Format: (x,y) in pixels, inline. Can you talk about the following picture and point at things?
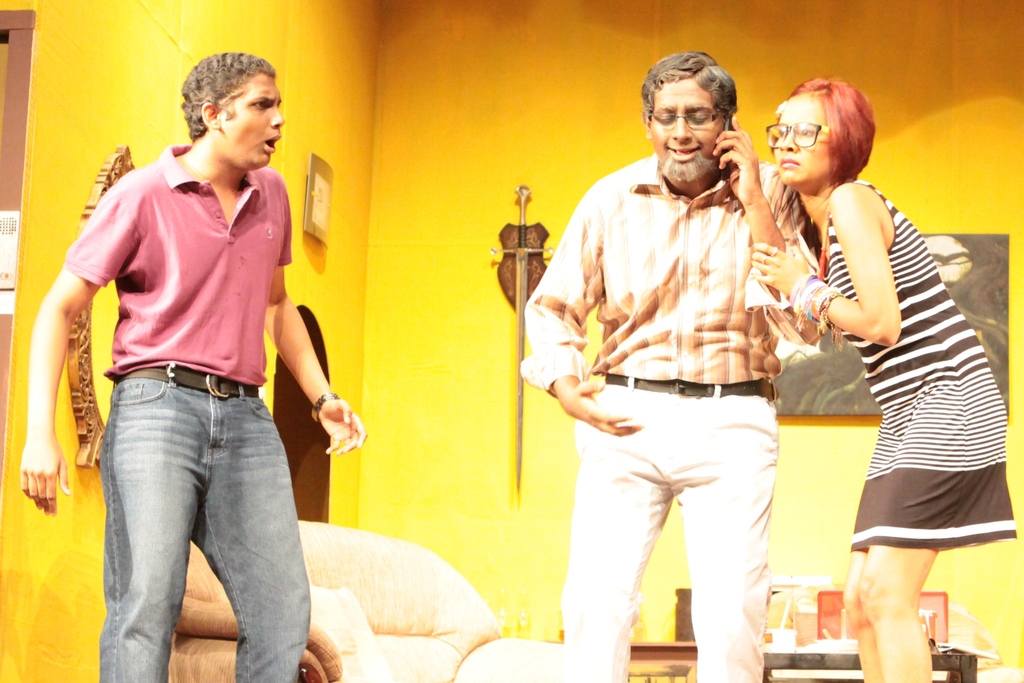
In this picture I can see three persons (563,250) standing, a person (711,220) holding an object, there is a chair (326,548), pillow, some objects (825,608) on the table (666,653), there are frames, a mirror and a sword (516,247) with a board (516,247) attached to the wall (44,196).
